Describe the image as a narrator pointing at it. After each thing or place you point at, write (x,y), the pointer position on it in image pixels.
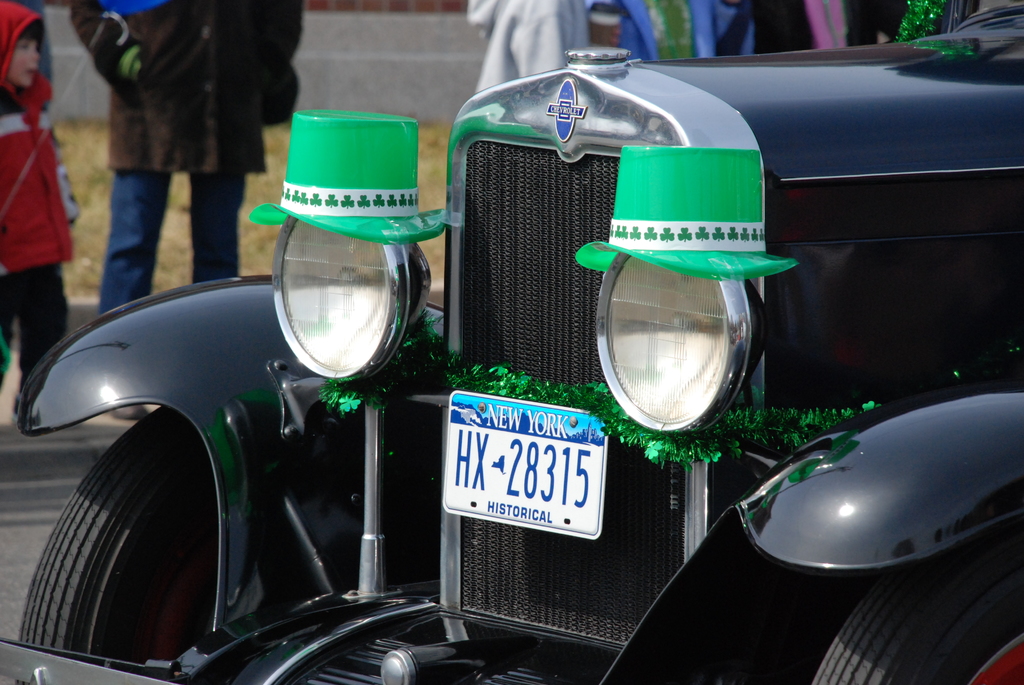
In this image in the foreground (490,279) there is one vehicle (548,419) on the vehicle (616,660) there is one name plate (525,471) on the plate (551,458) there is text (562,466), and in the background (176,38) there are some people (162,143) and one boy (31,197) and there is walkway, grass (279,136) and wall (405,71).
